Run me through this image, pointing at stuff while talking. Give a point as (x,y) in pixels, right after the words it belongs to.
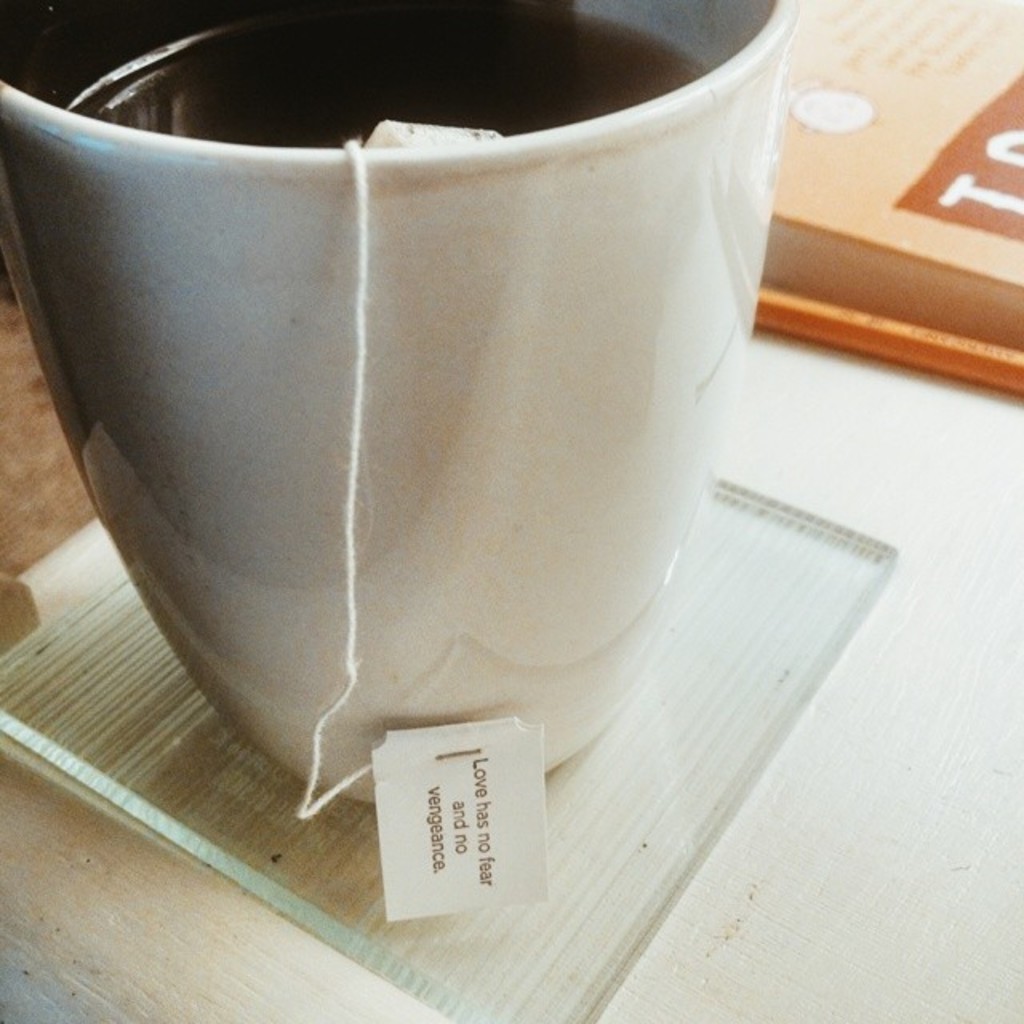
In the image to the left top (27,173) there is a white cup (437,169) with a thread (349,689) and a label (394,776) to it. And the cup (355,762) is on the glass surface (803,549). And to the right top corner of the image (859,76) there is an orange color object (879,288) with an orange color pencil (876,344).
